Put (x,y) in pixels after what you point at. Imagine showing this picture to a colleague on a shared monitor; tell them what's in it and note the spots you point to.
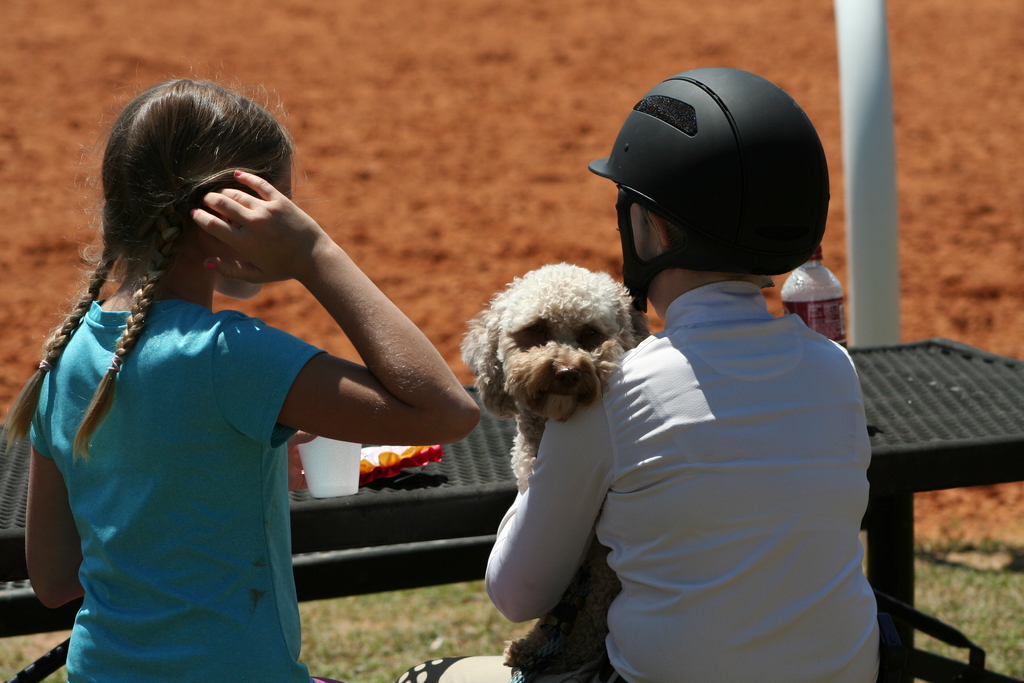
In this image there are two persons (746,408), the person (719,179) with black helmet (733,233) is holding a dog (553,341). There is a glass (348,470) and bottle (833,296) on the table (924,465). At the bottom of the image (385,612) there is a sand (448,191) and grass (406,626).
